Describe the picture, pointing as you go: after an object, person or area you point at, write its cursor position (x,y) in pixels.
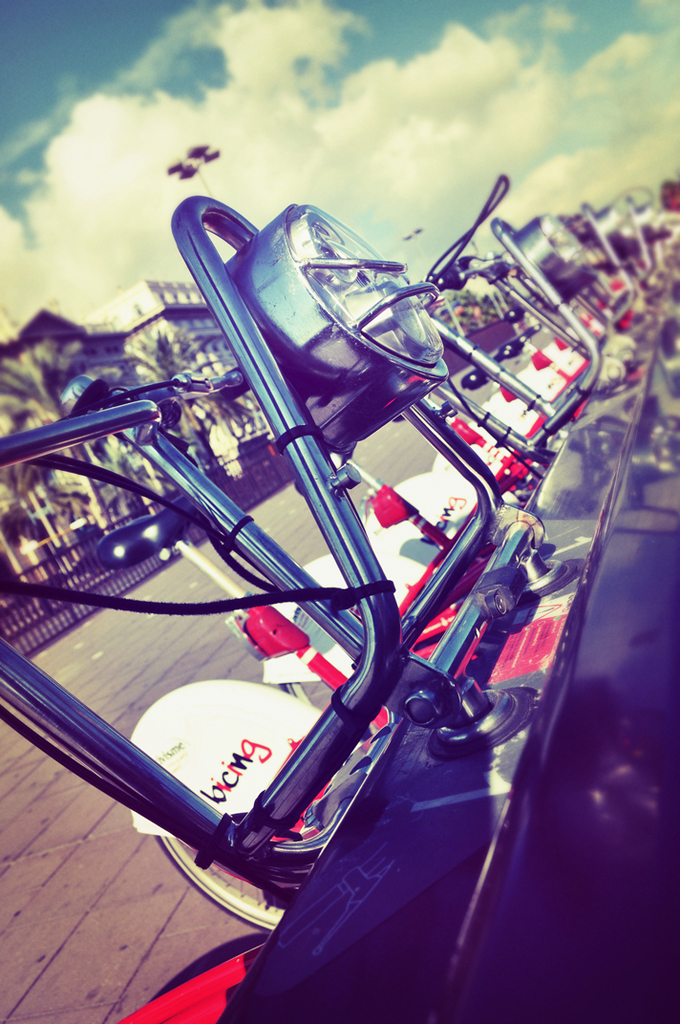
In this picture we can see vehicles (311,605) and rods (339,545). In the background of the image (272,468) we can see buildings (151,309), trees (12,378), fence (289,477), light poles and sky (348,223) with clouds (364,215).
